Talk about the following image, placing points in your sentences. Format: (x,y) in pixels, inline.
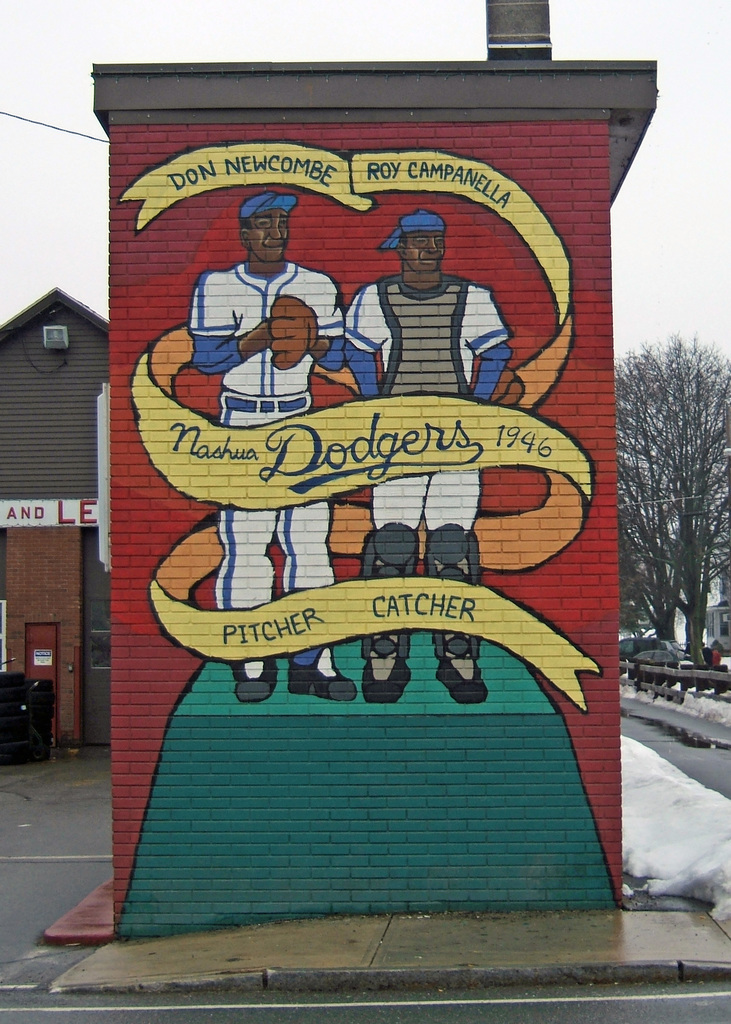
In this picture we can see painting (464,367) of persons (432,364) and text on a wall (554,340) and snow (667,793). In the background of the image (13,617) we can see house (55,638), trees (682,609), vehicles (677,653), objects (710,678) and sky (693,115).
